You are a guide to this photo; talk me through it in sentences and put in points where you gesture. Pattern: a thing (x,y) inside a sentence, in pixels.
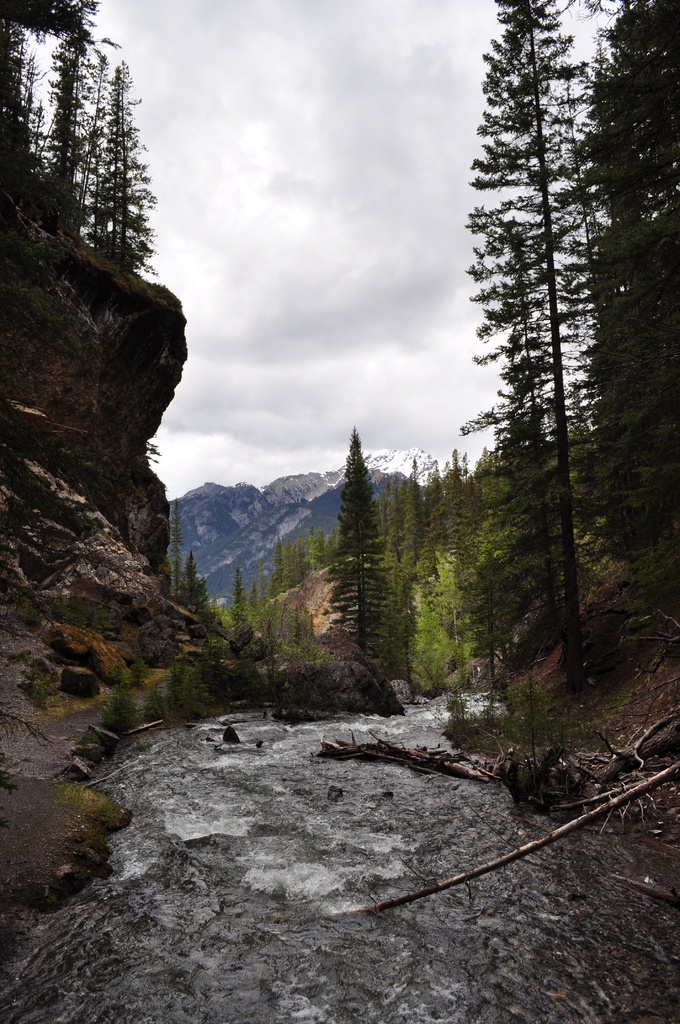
In the image there is a river (236,850), around the river (259,878) there are plants (291,627) and trees (283,617), in the background (252,536) there are mountains (243,538).
